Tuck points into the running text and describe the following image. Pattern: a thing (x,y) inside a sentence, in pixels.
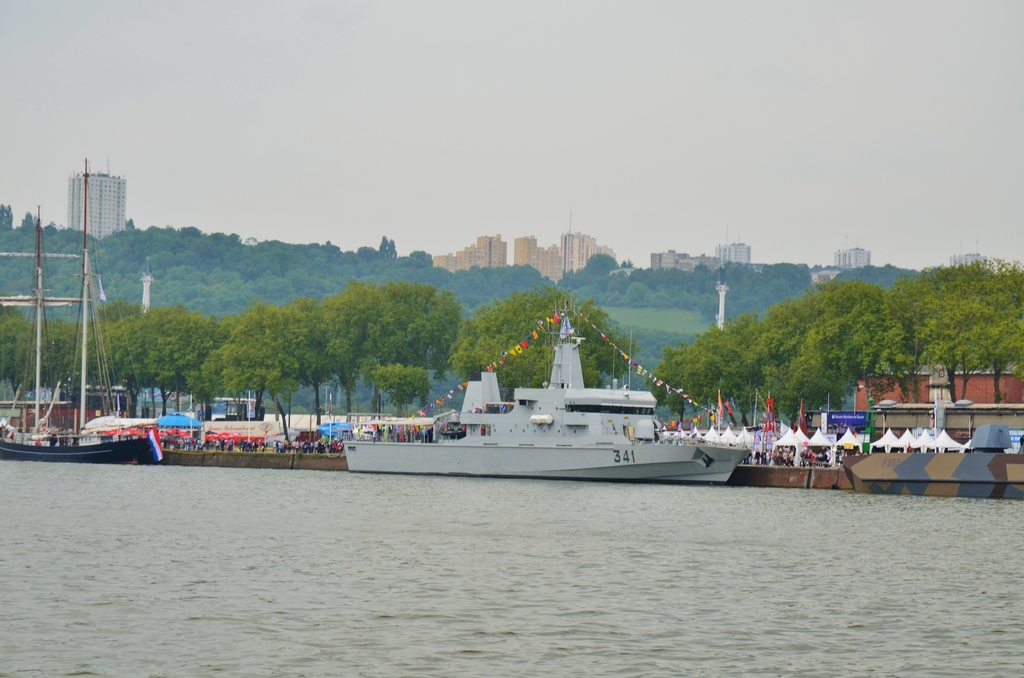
In this image there is water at the bottom (634,569). In the water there is a ship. Beside the ship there is a quay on which there are so many people (282,444) and so many tents (781,436). In the background (468,276) there are so many trees (492,291). There are building (565,271) in the middle of the background (484,251). On the left side (97,440) there is another boat (80,436) in the water (128,491). In the boat (120,454) there is a flag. There are few flags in the ship (621,477).
